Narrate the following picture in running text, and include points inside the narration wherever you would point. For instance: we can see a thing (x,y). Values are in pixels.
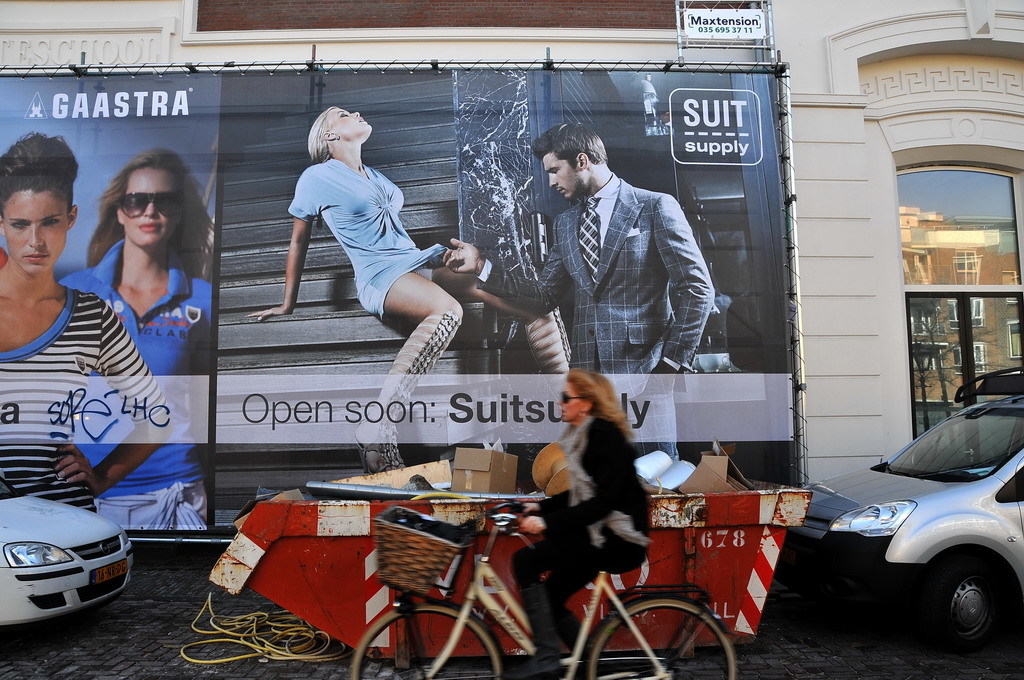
In the middle (569,400) a woman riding a bicycle (619,601) at the bottom (621,656). In the left bottom (117,592) and right bottom two cars (997,500) are there which are half visible. In the left middle (53,413), a poster (65,110) is there. In the right (943,27) and top a building (888,92) is visible of white in color. This image is taken during day time on the road (116,642).
